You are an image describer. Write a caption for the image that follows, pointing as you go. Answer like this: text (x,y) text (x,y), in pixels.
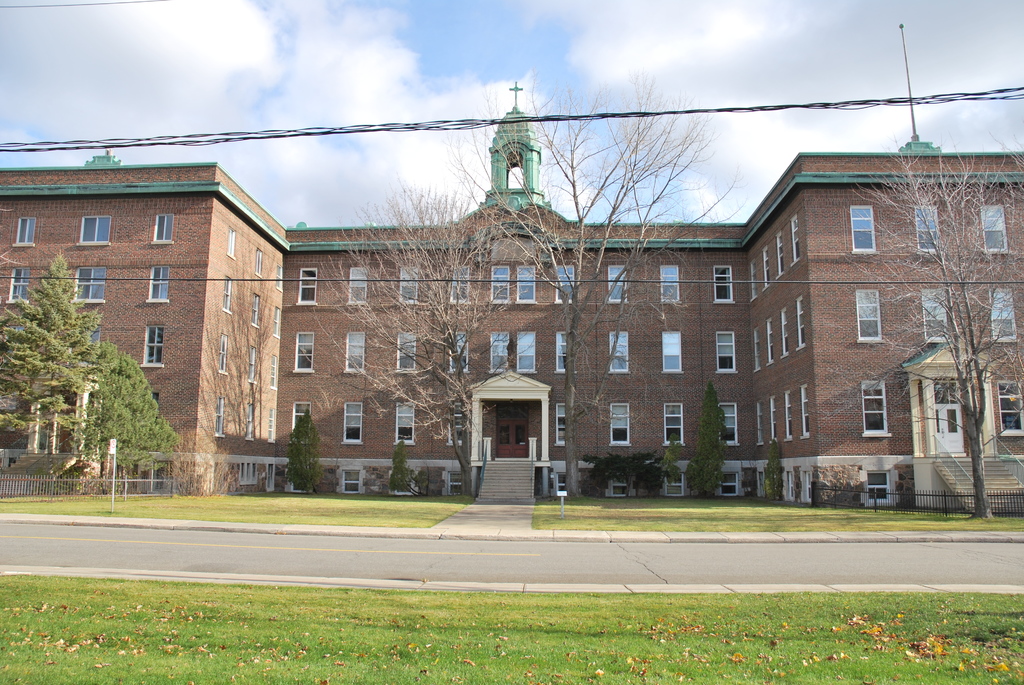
In the center of the image (585,432) there is a building (648,379) with windows (561,332). At the top of the image (448,24) there is sky (541,72). There is a electric wire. At the bottom of the image (407,643) there is grass (315,655) and road (309,569). To the left side of the image (93,437) there are trees (49,420).
